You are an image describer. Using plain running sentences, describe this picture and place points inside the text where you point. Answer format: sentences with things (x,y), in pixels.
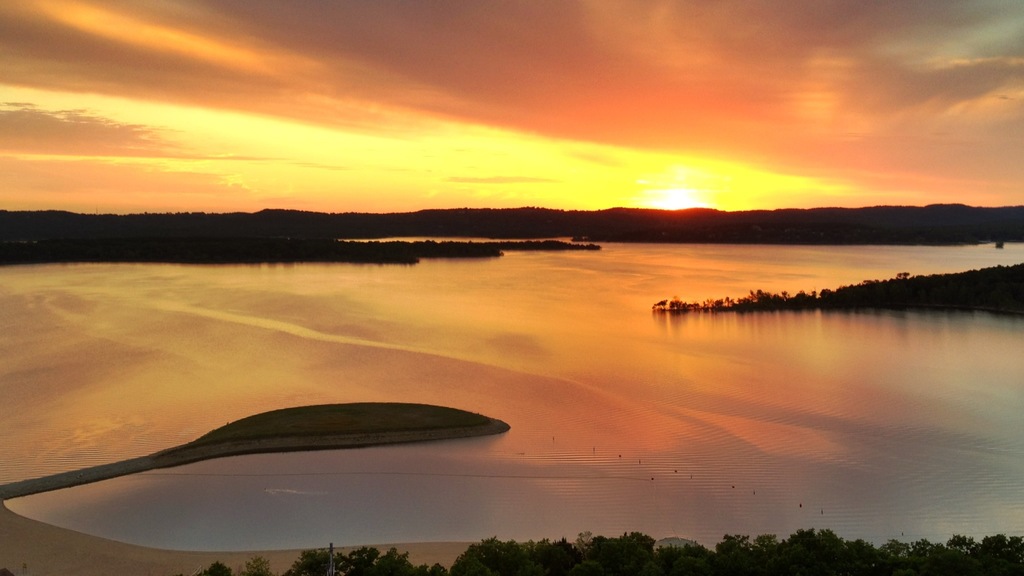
At the bottom (572,557) we can see trees (759,536) and sand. In the background (432,357) we can see water (550,346), trees (550,224), sun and clouds (704,74) in the sky (683,55).
